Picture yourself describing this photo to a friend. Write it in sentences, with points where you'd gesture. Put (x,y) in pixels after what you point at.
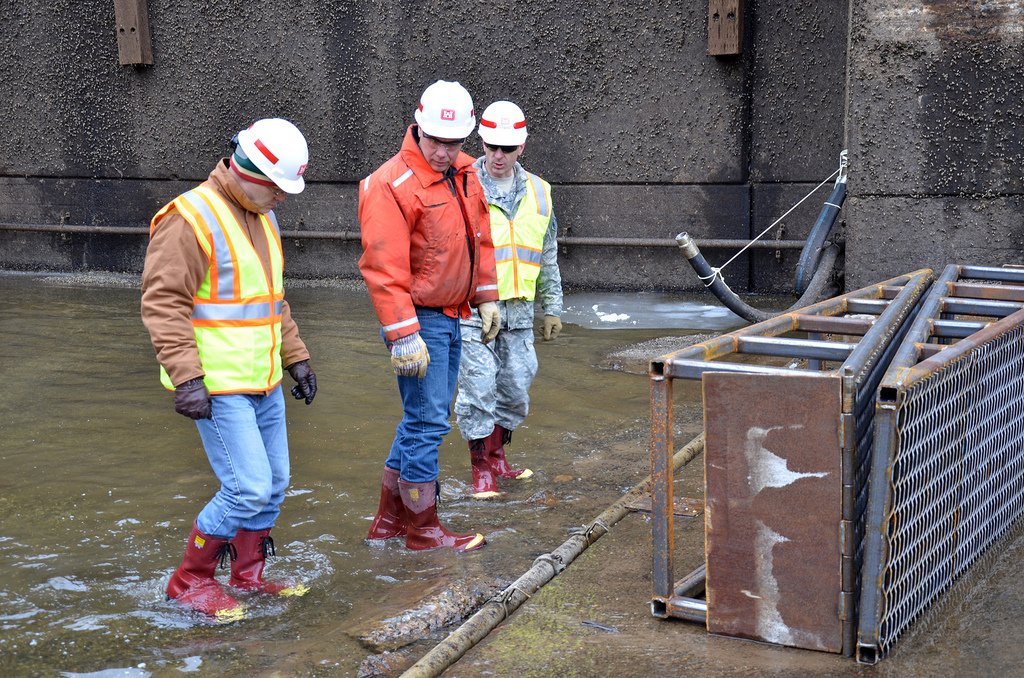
This picture describes about group of people (296,362), they are standing in the water (364,363), and they wore helmets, in front of them we can see few metal rods (795,317) and pipes (824,245).
